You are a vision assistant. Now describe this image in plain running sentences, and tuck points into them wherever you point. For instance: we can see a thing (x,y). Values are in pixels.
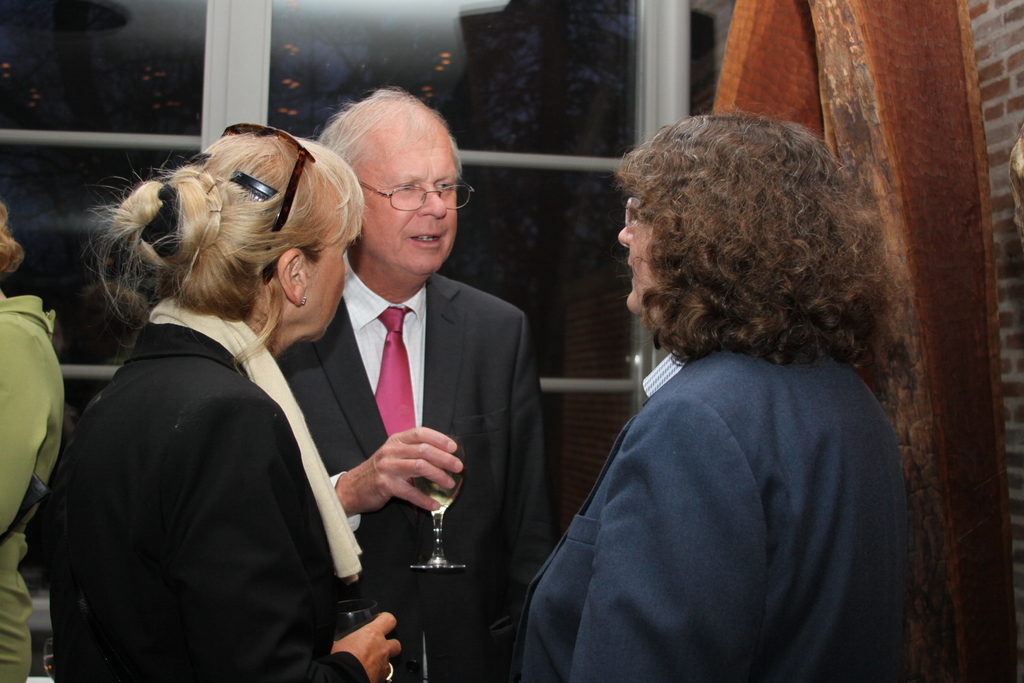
In this picture we can see a group of people (255,397) standing and some people (404,404) are holding drinking glasses (458,483). Behind the people (286,379) there are glass windows (210,105) and a wooden object (835,118).
